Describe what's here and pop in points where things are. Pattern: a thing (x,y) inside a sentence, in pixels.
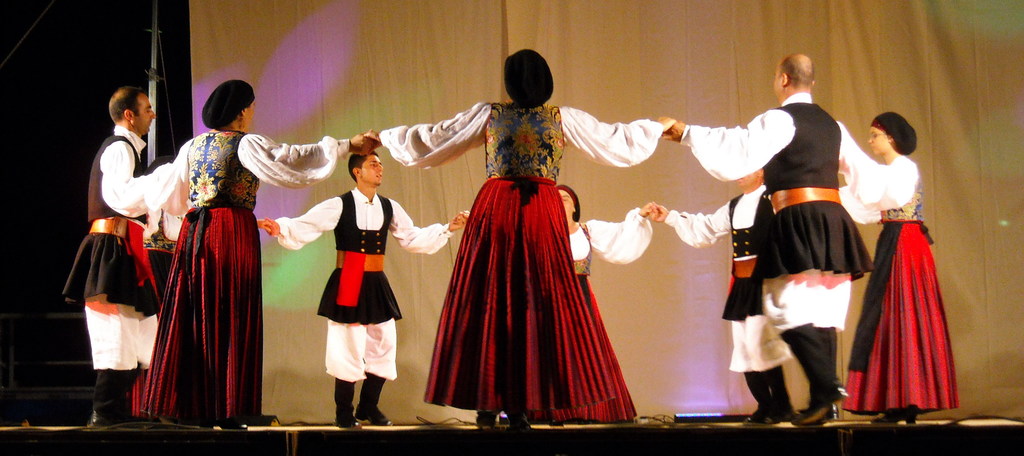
Here men (812,275) and women (594,250) are standing holding hands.
